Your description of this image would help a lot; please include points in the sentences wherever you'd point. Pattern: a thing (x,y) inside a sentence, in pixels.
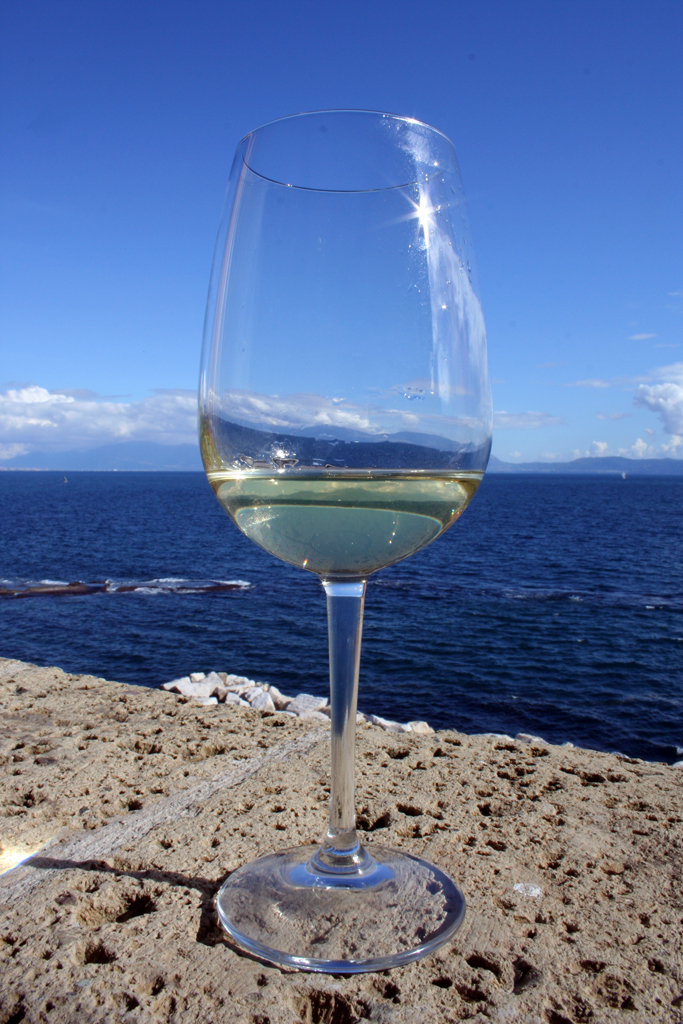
In this image, we can see a glass (351,395) with liquid (350,546) on the surface (30,960). In the background (435,656), we can see stones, water (428,643), hills (671,463) and the sky (636,100).
